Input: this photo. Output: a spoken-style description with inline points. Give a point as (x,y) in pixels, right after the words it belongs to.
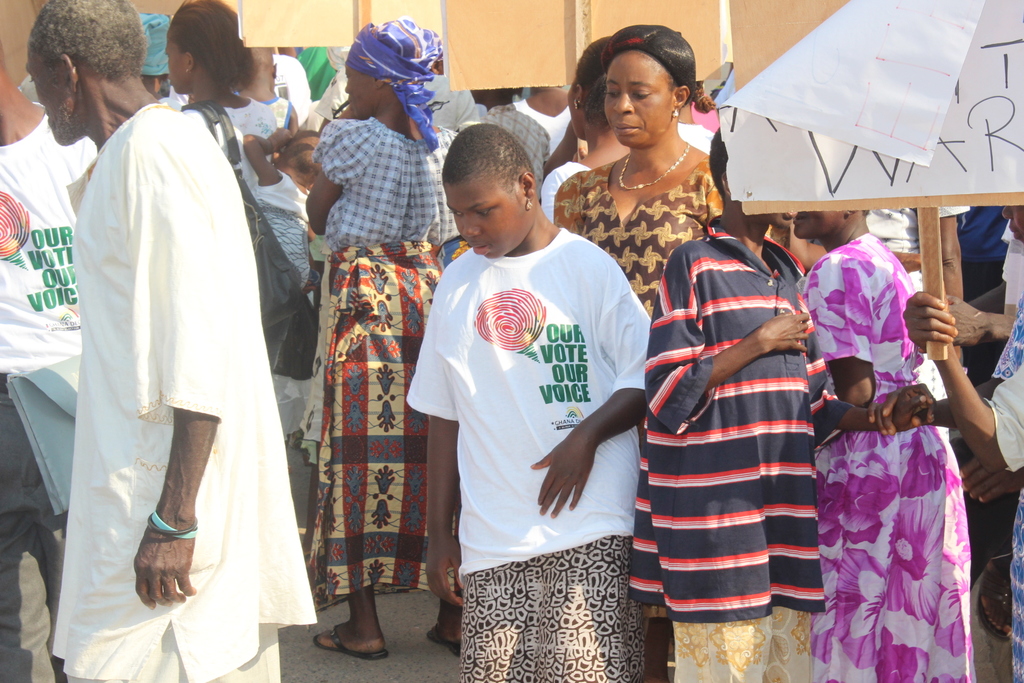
In this image I can see few people (512,116) stand on road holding boards (344,15). Few people (569,287) are wearing white T shirts (484,317) which is with some text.
